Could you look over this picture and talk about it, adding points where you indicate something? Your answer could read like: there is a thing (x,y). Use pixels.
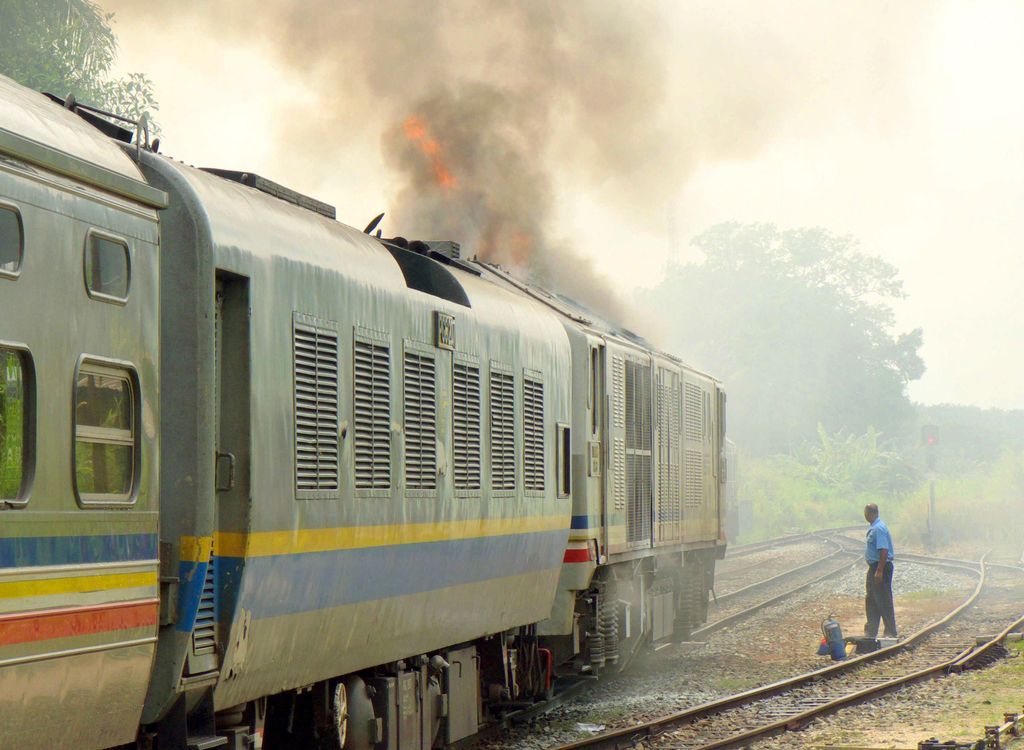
On the left side (88,174), there is a train (571,359) on a railway track (462,746). On the right side (890,580), there is a person (875,558) in a blue color T-shirt (865,550), standing on the ground (896,595). Beside him, there is another railway track (986,618). In the background (983,458), there is a signal light (931,436) attached to the pole (931,506), there is another railway track (813,536), smoke (615,22), trees (878,309) and there are clouds (960,90) in the sky (962,160).
